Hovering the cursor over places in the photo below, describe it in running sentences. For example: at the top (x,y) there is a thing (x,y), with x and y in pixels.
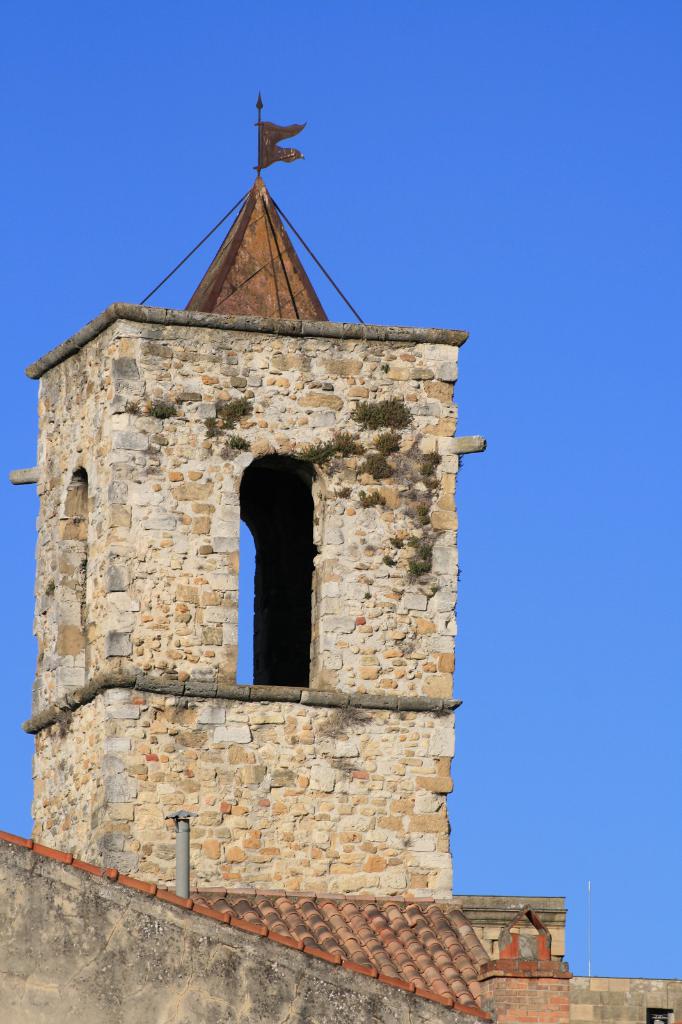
In this picture we can see a building (192,737), where we can see a flag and we can see sky (446,152) in the background (456,149).
